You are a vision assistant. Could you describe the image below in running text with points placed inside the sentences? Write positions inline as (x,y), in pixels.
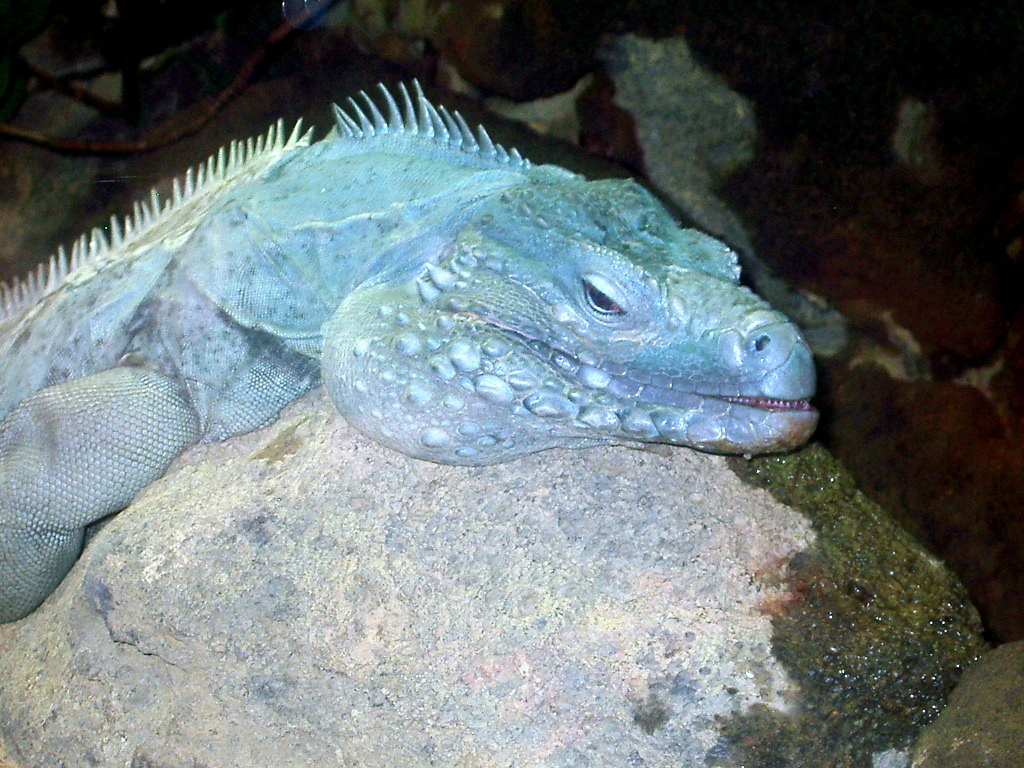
In this image in front (18,341) there is a iguana (504,427) on the rock (633,630).
